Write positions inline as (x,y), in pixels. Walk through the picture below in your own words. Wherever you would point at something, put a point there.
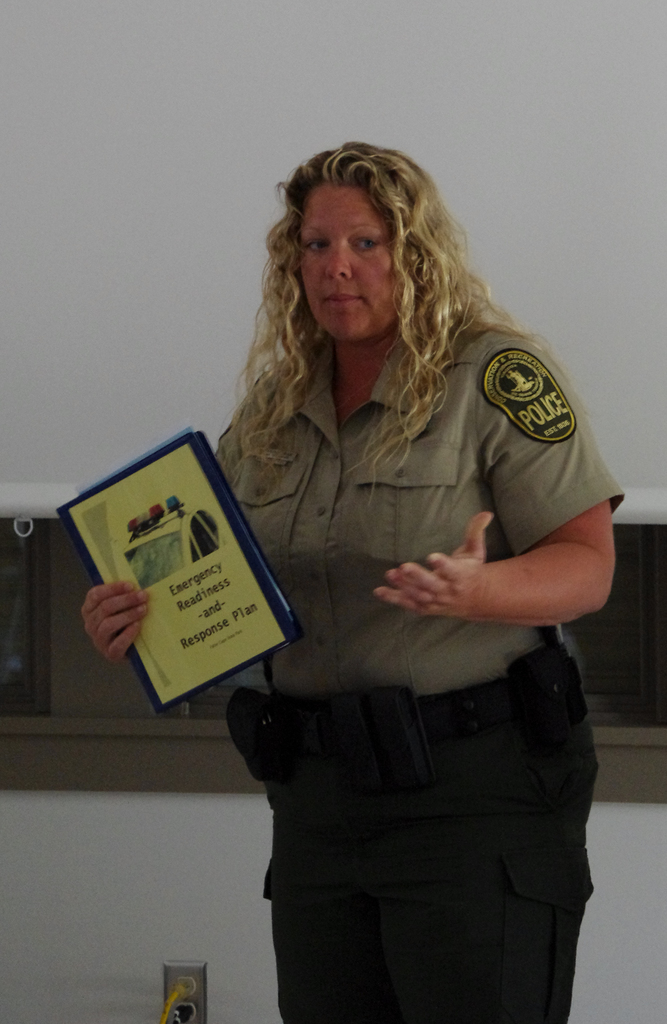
In this image I can see a woman (278,933) is standing and I can see she is wearing uniform (329,581). I can also see she is holding a yellow colour thing (184,476) and on it I can see something is written. On the bottom left side of this image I can see a yellow colour wire (172,995).
